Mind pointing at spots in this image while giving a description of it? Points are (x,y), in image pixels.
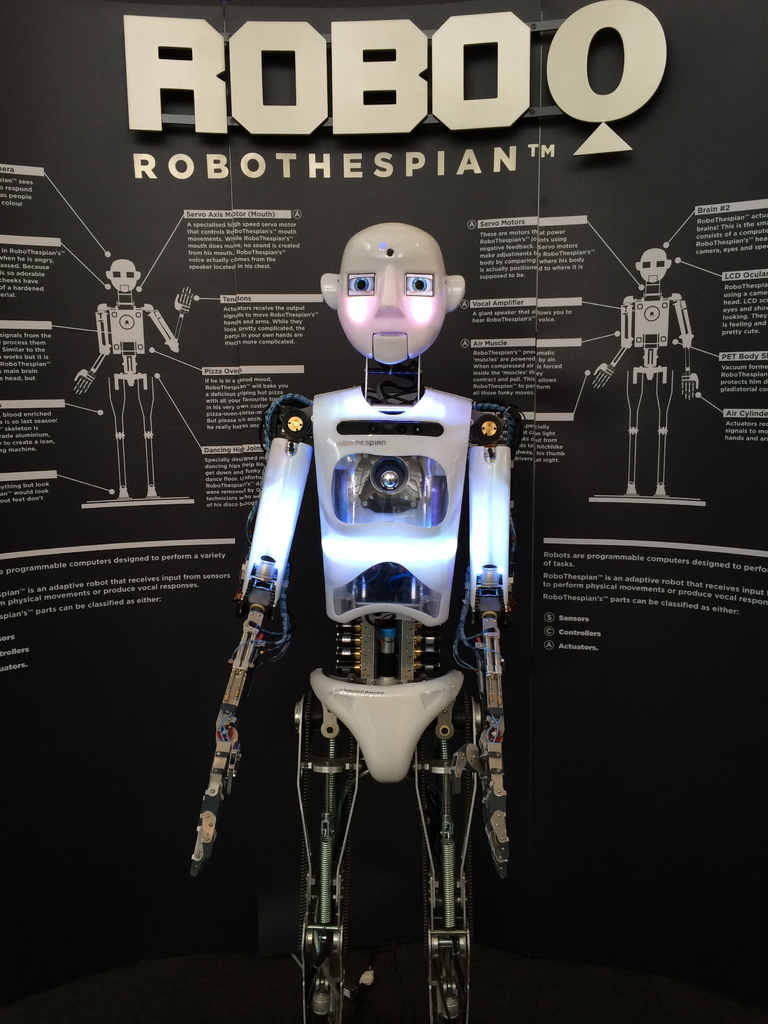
In this image there is a robot (331,479), behind the robot (375,542) on the wall (208,254) there is a logo (400,75) and some text (293,232).
